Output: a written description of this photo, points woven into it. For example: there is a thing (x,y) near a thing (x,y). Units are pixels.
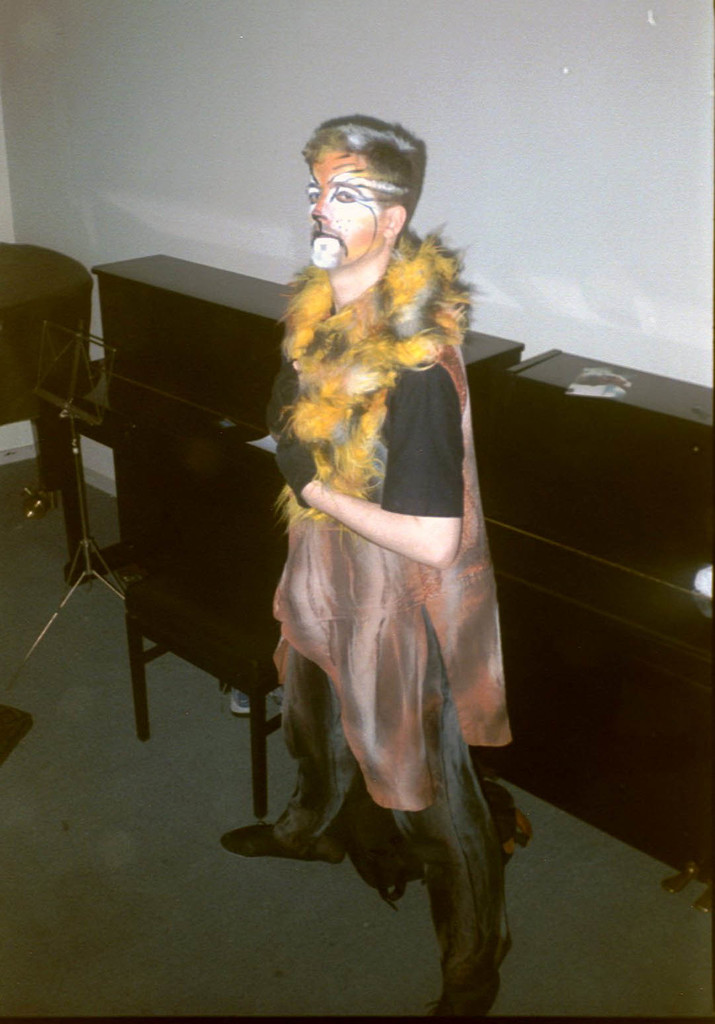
In this image I see a person (347,330) who is wearing costume (307,436) and I see the brown color things (487,492) over here and I see the floor (65,652). In the background (294,145) I see the white wall (42,209).
